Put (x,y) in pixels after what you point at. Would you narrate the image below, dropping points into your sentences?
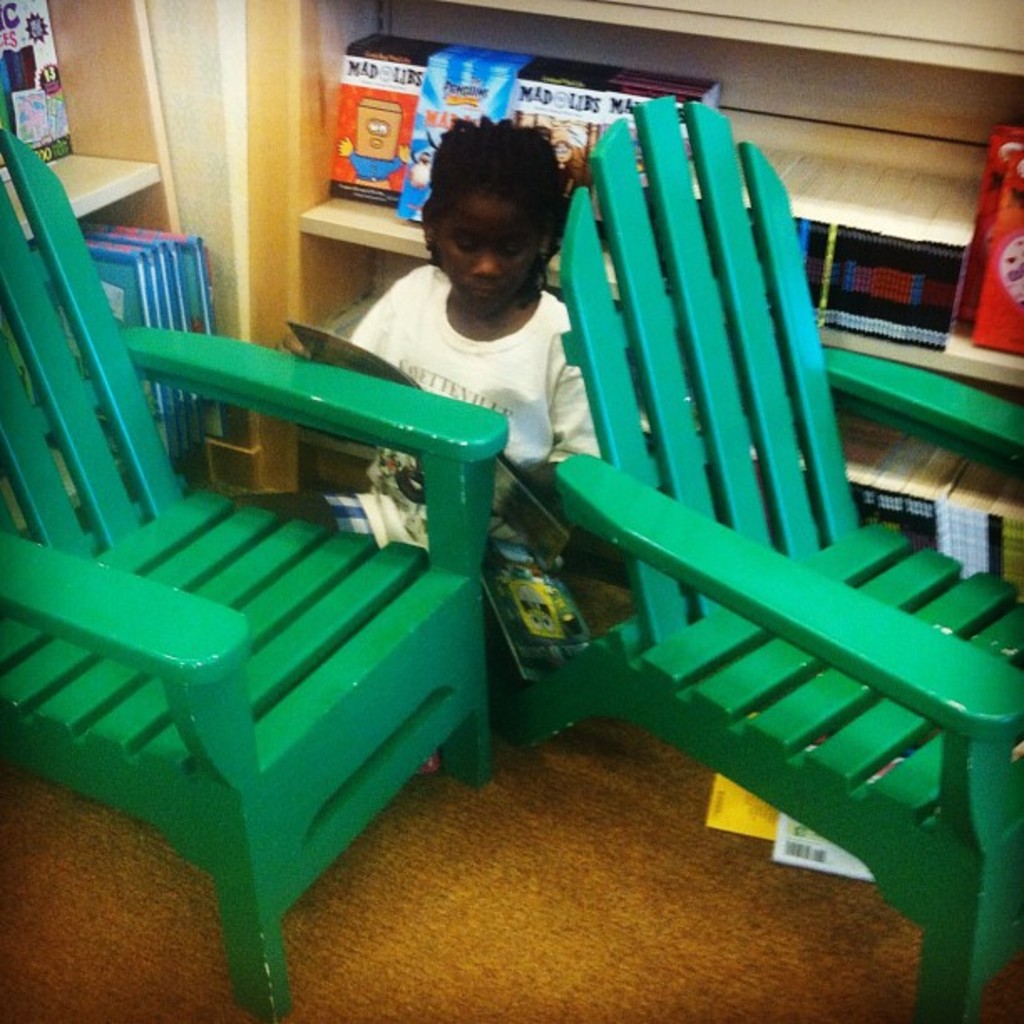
A girl (456,299) is sitting between two wooden chairs (197,556). There are some books (356,90) in shelves (293,138) behind her.
